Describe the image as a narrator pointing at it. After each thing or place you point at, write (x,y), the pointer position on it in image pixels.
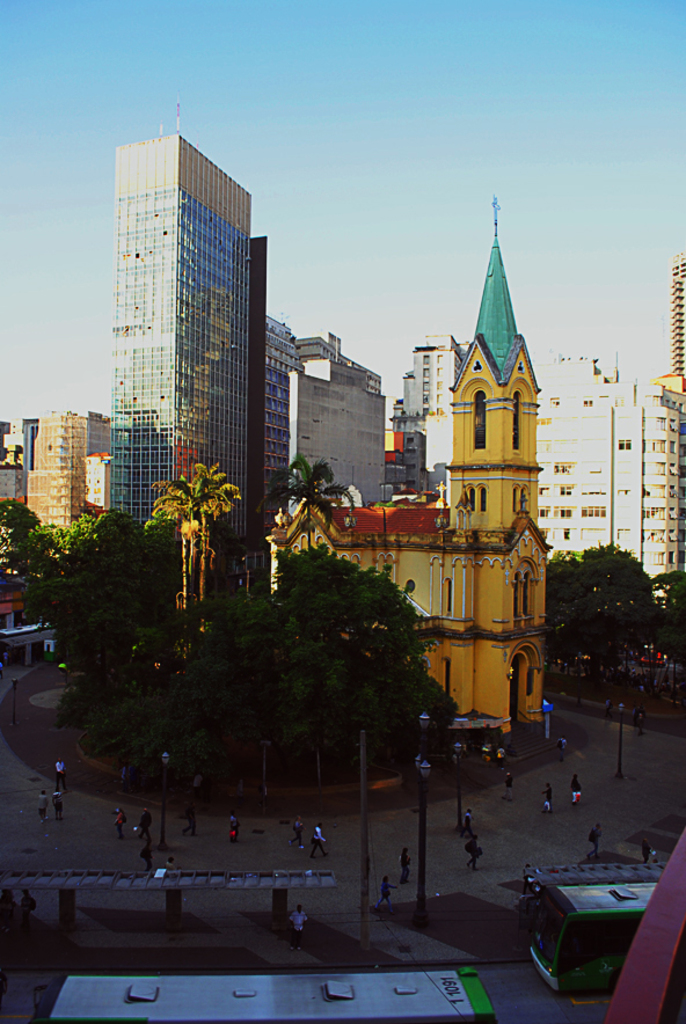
In this picture we can see there are trees (184,589), buildings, people (320,832) and a bus stop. There are poles (163,796) with lights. At the bottom of the image (226,1003) there are two vehicles (436,992) on the road (515,975). Behind the buildings (250,403) there is the sky (357,125).
